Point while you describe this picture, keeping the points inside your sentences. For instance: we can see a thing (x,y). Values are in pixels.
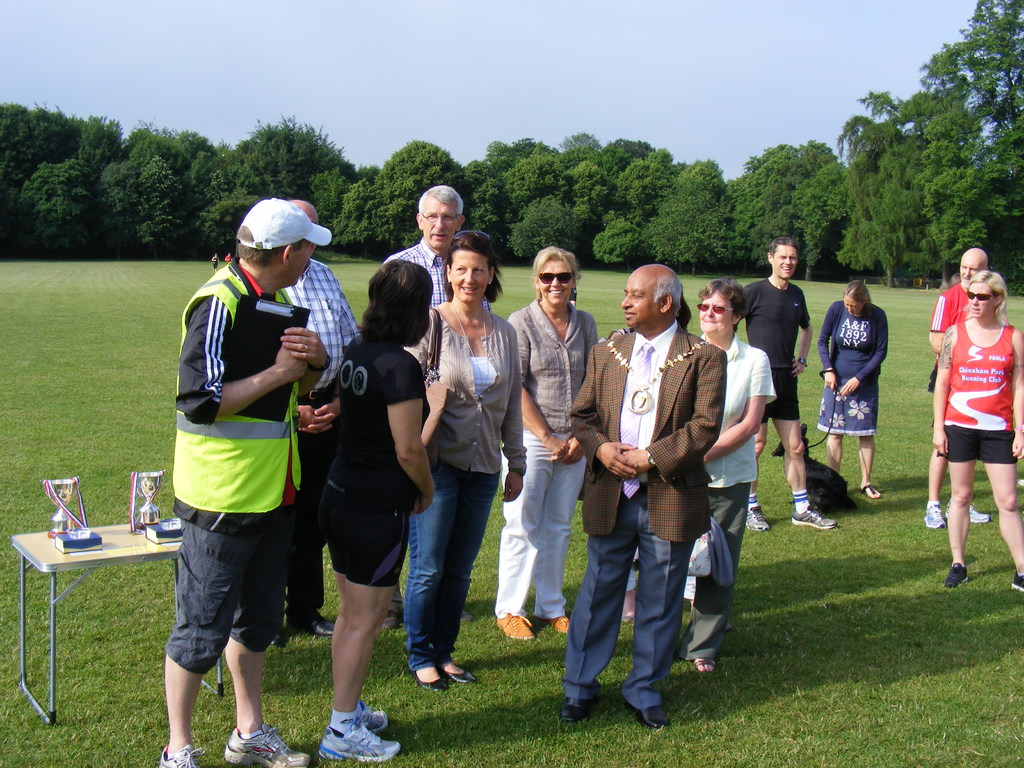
There is a group of persons (598,479) standing on a grassy land (915,427) at the bottom of this image (764,526) and there are some trees (906,244) in the background (652,250). There is a sky (658,75) at the top of this image (619,93). There are two trophies (61,531) are kept on a table (113,537) at the bottom left side of this image (113,564).
